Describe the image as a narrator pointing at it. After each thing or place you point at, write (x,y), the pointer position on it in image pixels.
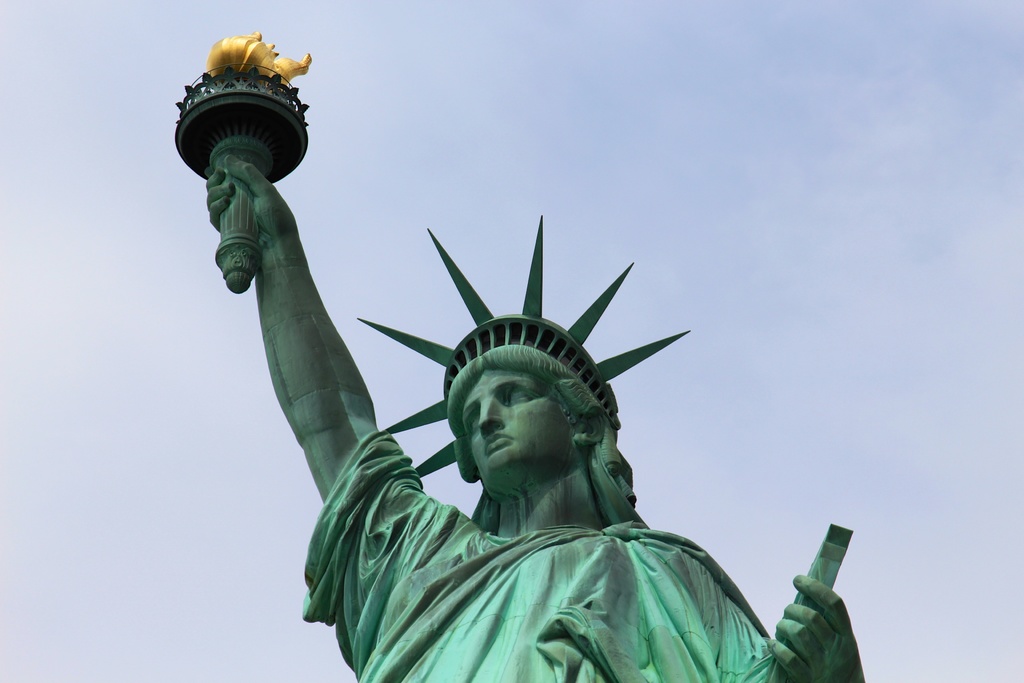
We can see statue of liberty (326,579) and in the background (216,247) we can see the sky (847,187).
